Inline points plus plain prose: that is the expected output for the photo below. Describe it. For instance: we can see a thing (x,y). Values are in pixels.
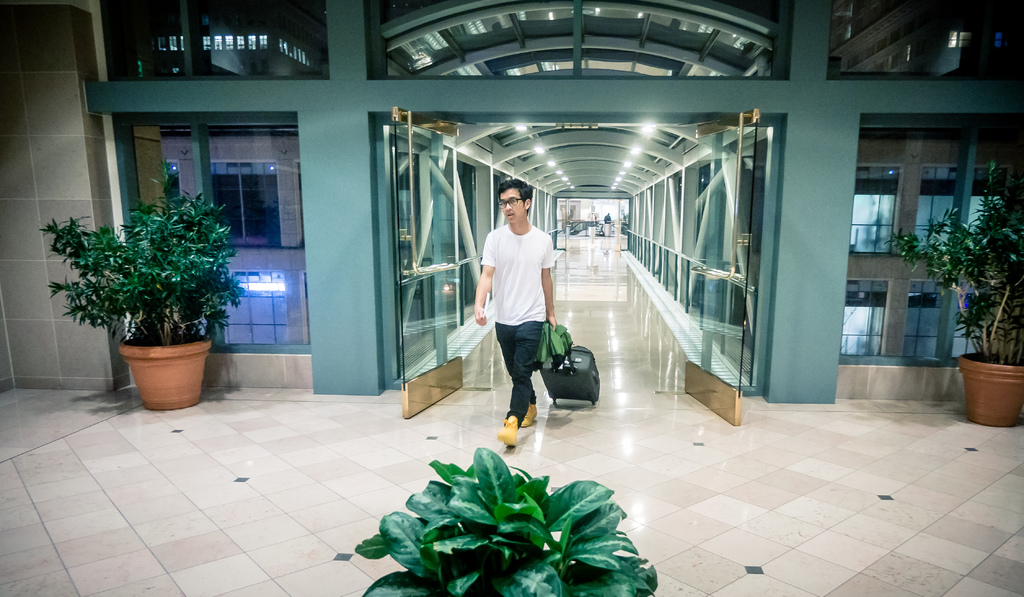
In this image a person (509,358) walking with luggage (565,383) on a floor (456,444), on either side of him there are plants (1014,375), in the middle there is a plant (527,559), in the background (844,68) there is a building (814,285) on top (629,164) there are lights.
